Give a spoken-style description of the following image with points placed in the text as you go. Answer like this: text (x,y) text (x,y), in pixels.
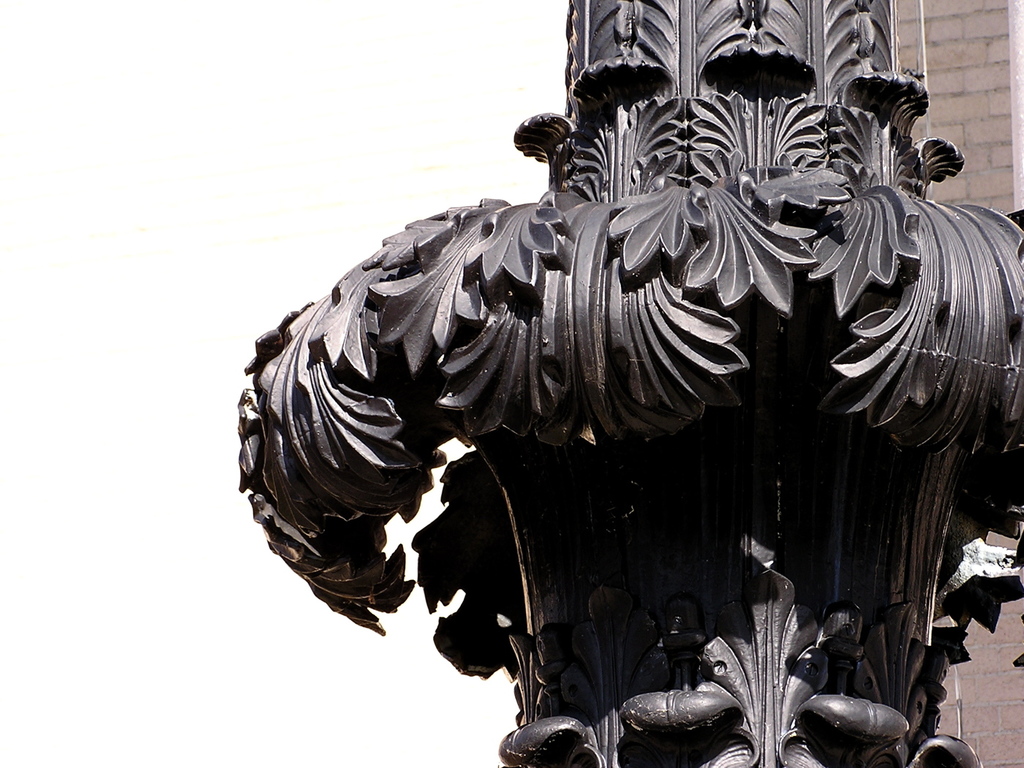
In the image it seems like a pillar (668,250) with beautiful carvings (600,392).
